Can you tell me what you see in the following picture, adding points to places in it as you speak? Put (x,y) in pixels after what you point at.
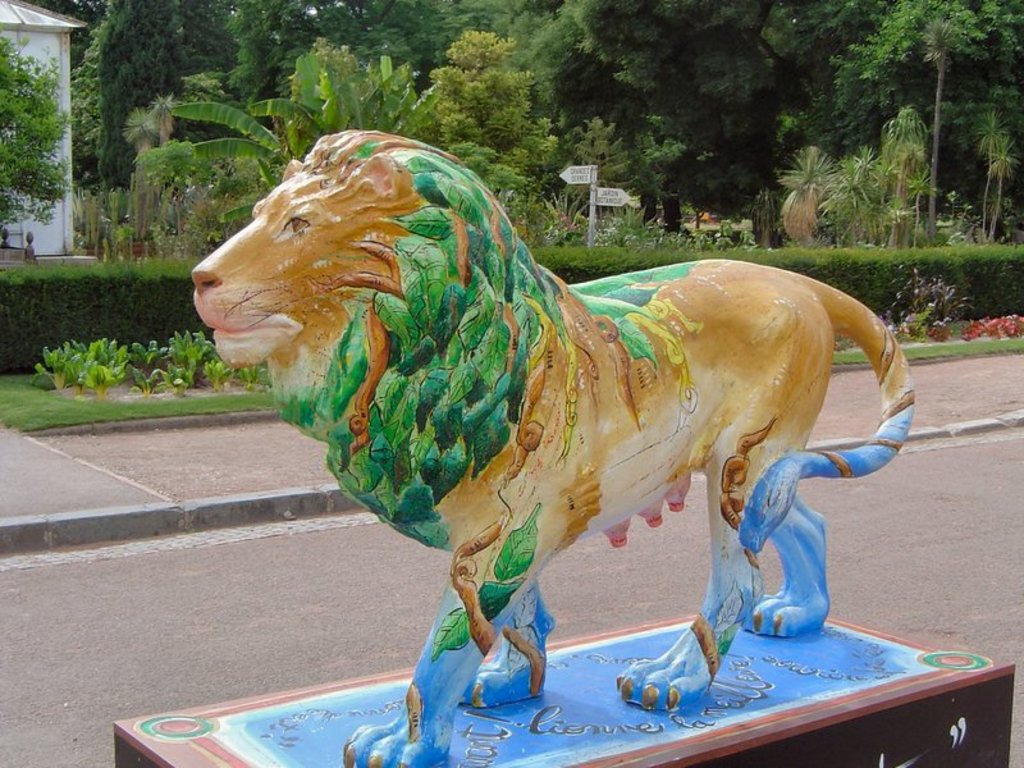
In this image we can see a statue (597,462), there are some plants (113,332), trees (367,38), grass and boards (619,199) with text (582,179), also we can see a house (49,98).
